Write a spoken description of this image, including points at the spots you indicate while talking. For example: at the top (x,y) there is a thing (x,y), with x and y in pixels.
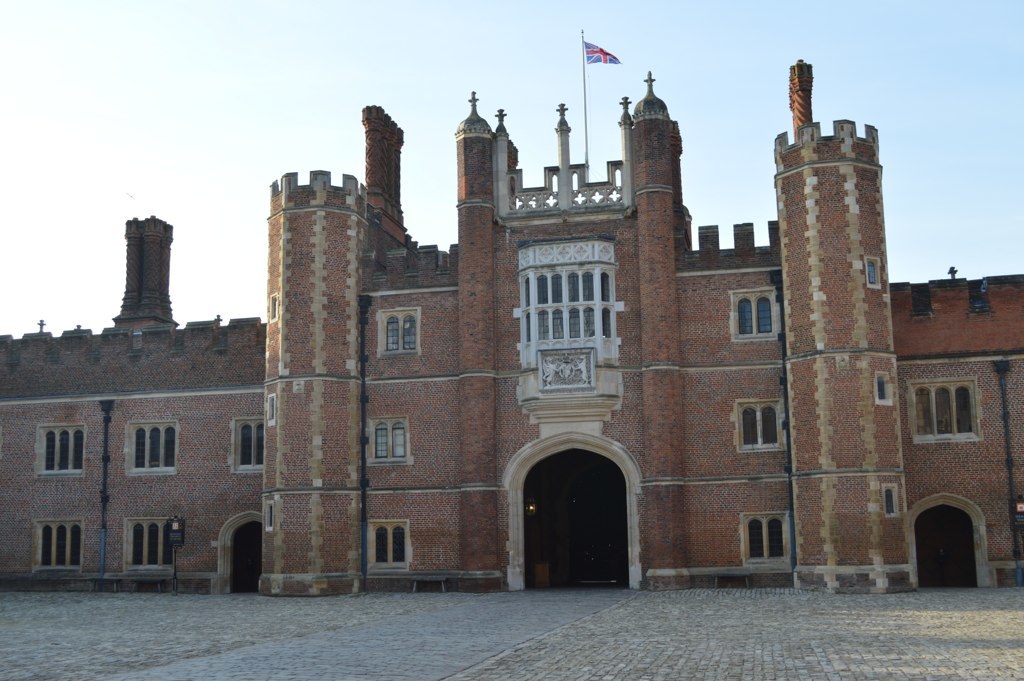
At the center of the image (632,415) there is a building (466,471) and there is a flag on the top of the building (536,194). In the background (328,89) there is the sky (411,63).
